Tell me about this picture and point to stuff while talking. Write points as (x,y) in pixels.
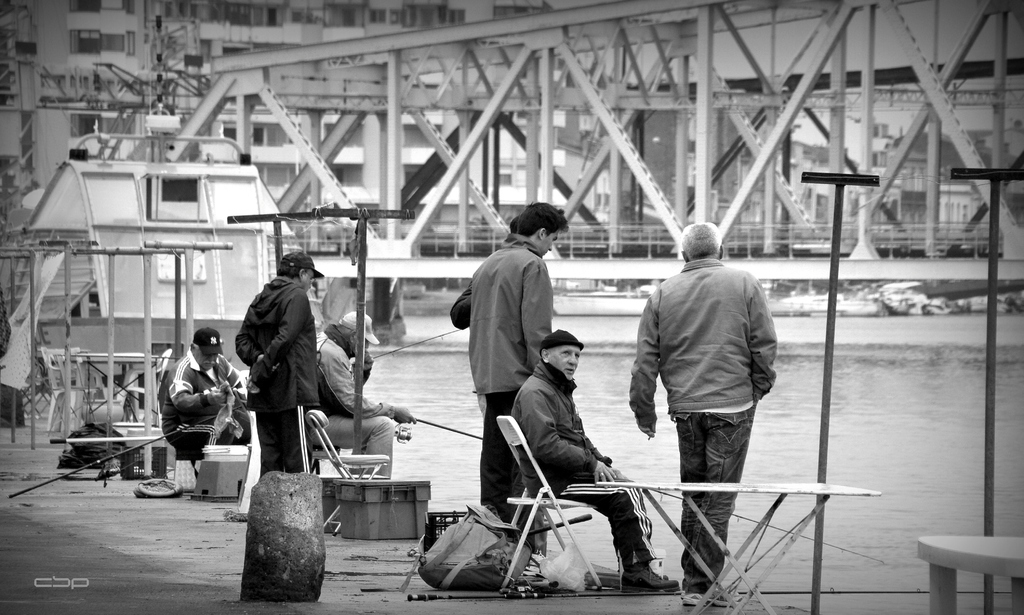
In the image I can see three people (345,415) who are sitting on the chairs (514,427) and also I can see some other people (544,291) standing, chairs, tables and some water (400,392) and poles (360,341).
